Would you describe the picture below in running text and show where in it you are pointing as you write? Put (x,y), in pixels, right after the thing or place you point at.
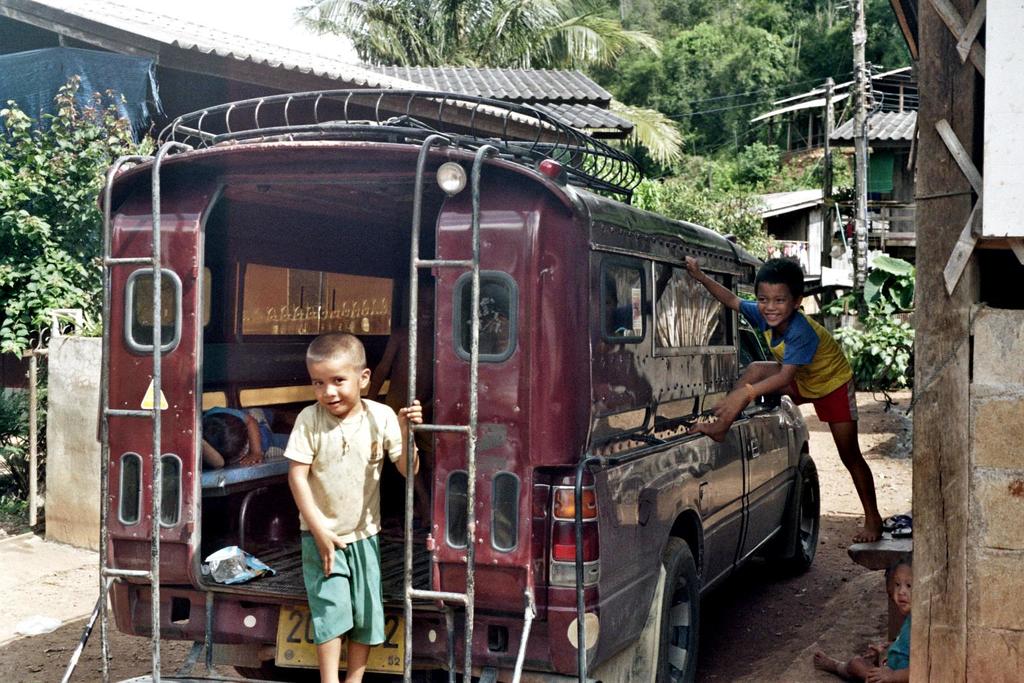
A boy (309,441) is standing at the back door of a vehicle (276,618). Another boy (739,398) is trying to climb the vehicle (558,185) from the side. The color of the vehicle (684,252) is maroon. A little girl (901,639) is sitting beside a wall (937,578). There are some trees (695,146) and houses (215,76) in the background (892,235).
